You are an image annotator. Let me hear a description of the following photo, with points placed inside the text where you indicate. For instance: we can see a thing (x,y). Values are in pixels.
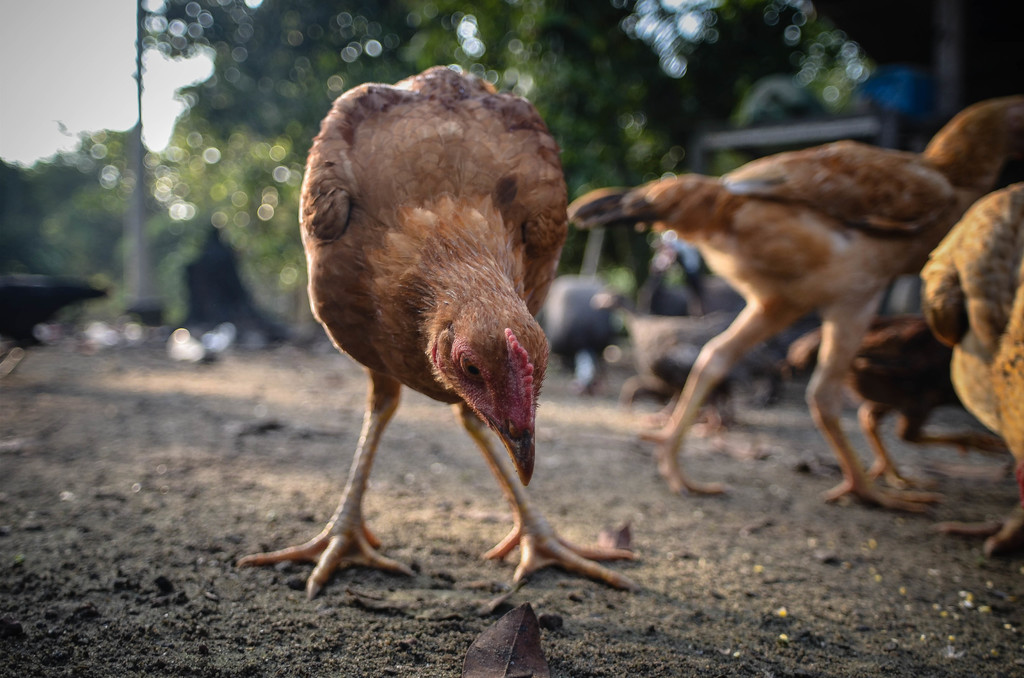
In the middle (445,309) there is a hen (373,438) on the ground (447,561). On the right (878,368) there are few hens (885,395) walking on the ground (724,544). In the background (118,38) the image is blur but we can see trees (573,4), sky (29,59) and some other objects (107,338).
